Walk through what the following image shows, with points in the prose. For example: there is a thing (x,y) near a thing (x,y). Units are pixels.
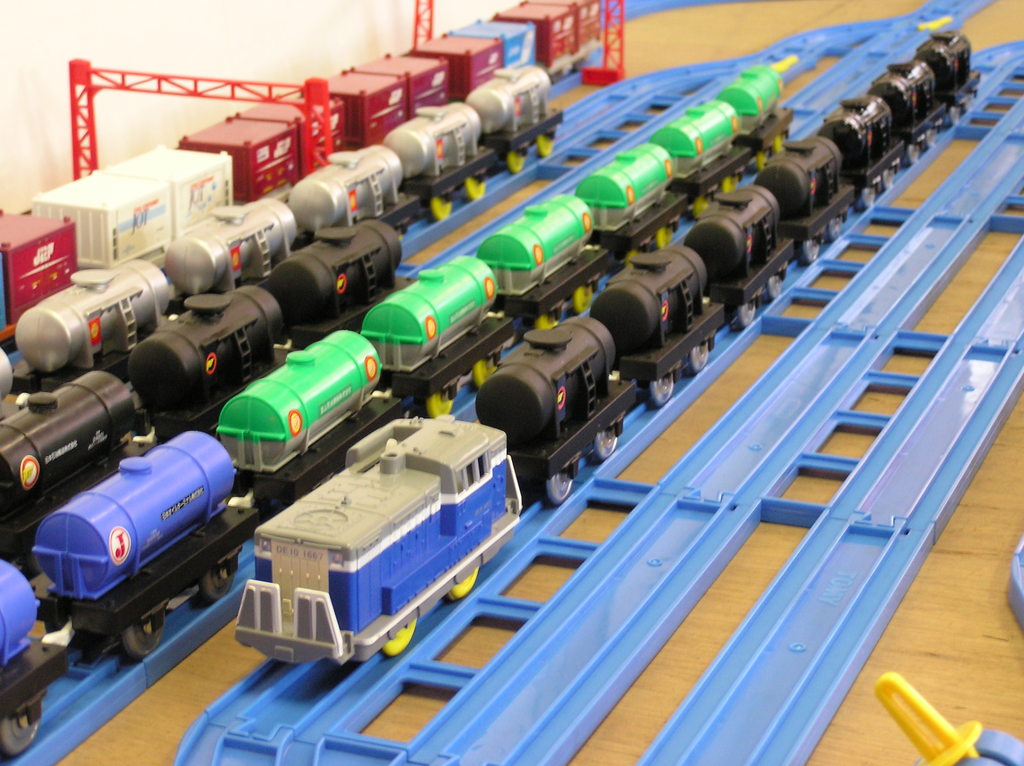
In this image there is a table (841,724), on that table (927,190) there are train toys (433,93) on tracks (846,350).
